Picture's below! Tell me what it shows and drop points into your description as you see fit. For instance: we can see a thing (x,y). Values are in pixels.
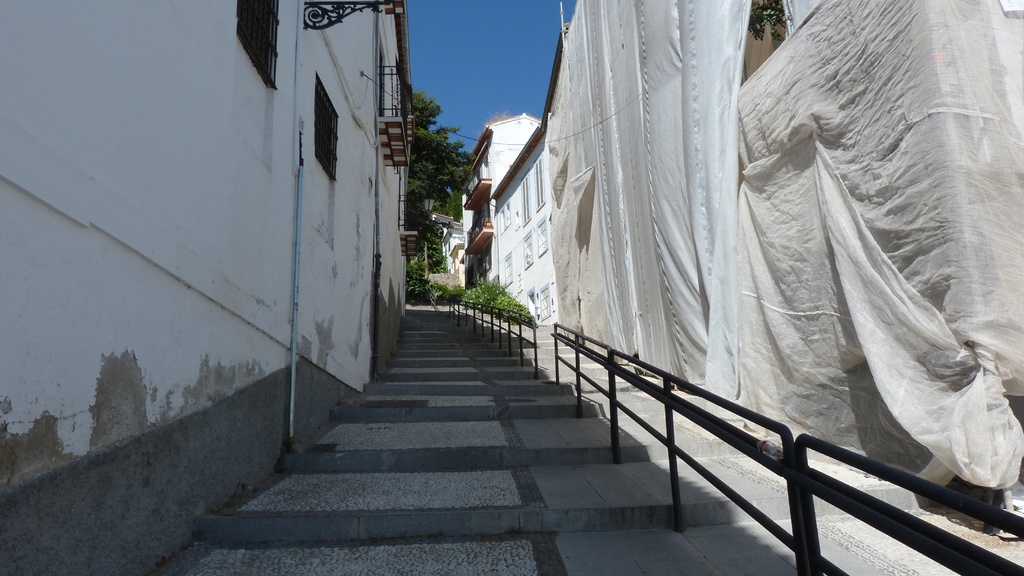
In the center of the image (421,316) we can see a stairs (545,508). On the right side of the image (890,340) we can see clothes (764,325), buildings (549,246). On the left side (25,477) there is a building (272,343). In the background (429,136) we can see sky (454,105) and trees (437,158).
